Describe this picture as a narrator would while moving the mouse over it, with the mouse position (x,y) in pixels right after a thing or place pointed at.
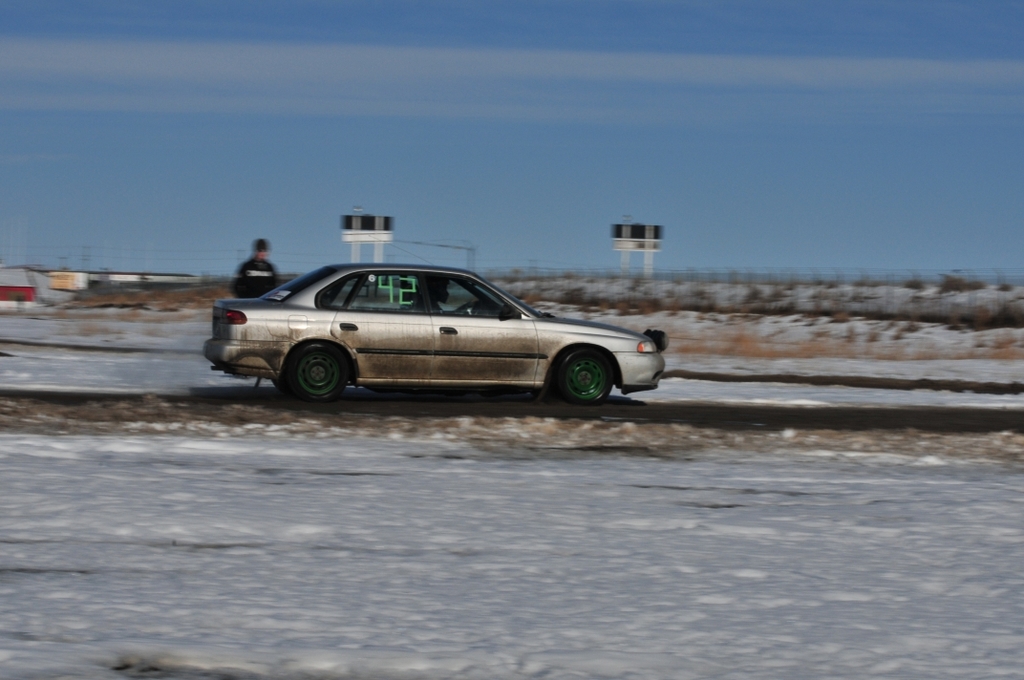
In this image in the center (403,333) there is one car (401,331) and one person (434,304) is sitting in a car (444,318), at the bottom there is a road (828,407) and in the background (35,272) there are some buildings (181,278), fence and towers (356,242) and also there is one person (252,273) who is standing. On the top of the image (391,149) there is sky (622,148).
